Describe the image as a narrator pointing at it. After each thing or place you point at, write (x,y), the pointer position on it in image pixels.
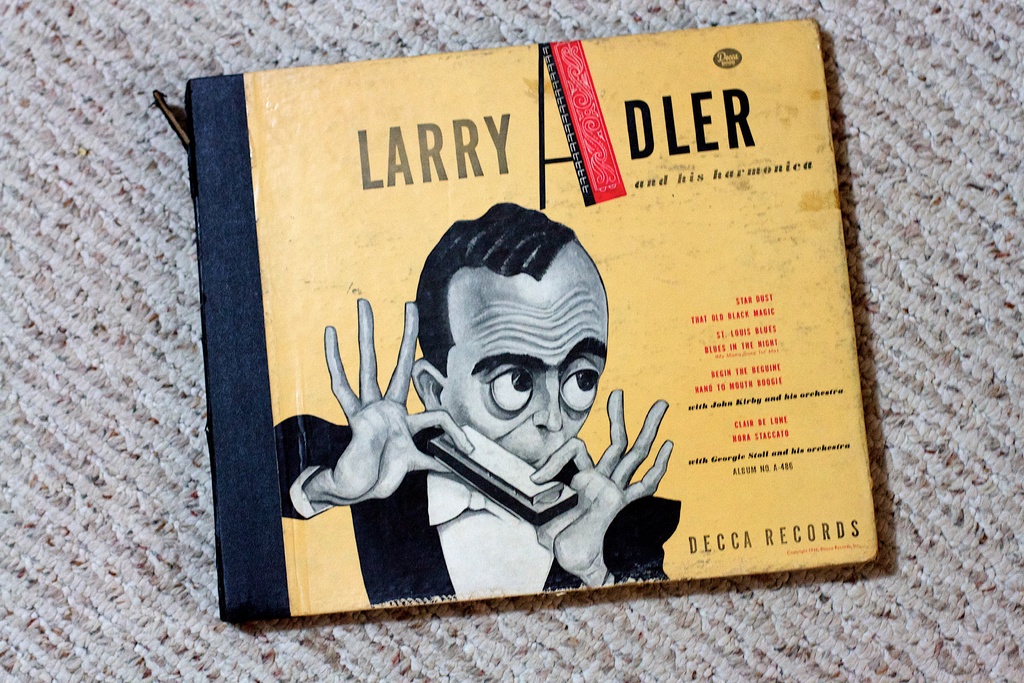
This image consists of a book (614,384). On which we can see a man (512,365) along with the text (547,163). At the bottom (33,587), it looks like a floor mat (106,502).
